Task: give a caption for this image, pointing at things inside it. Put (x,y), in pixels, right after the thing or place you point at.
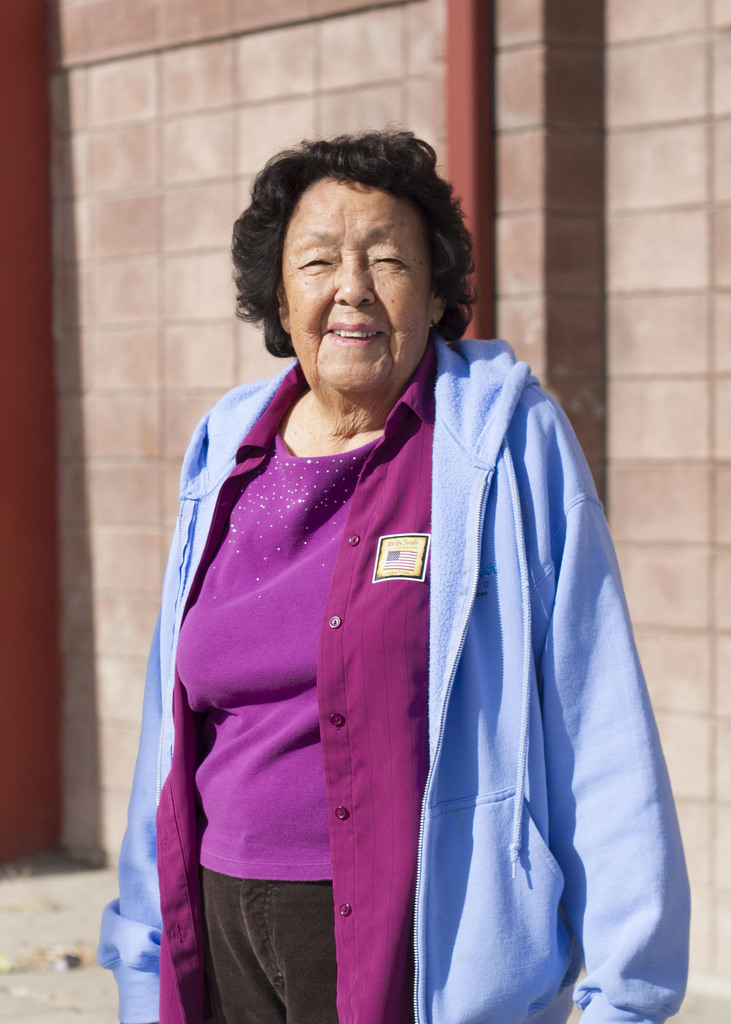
In this image I can see a woman (300,532) is standing and smiling. The woman (468,652) is wearing a blue color hoodie (493,663). In the background (276,97) I can see a wall (220,113).
